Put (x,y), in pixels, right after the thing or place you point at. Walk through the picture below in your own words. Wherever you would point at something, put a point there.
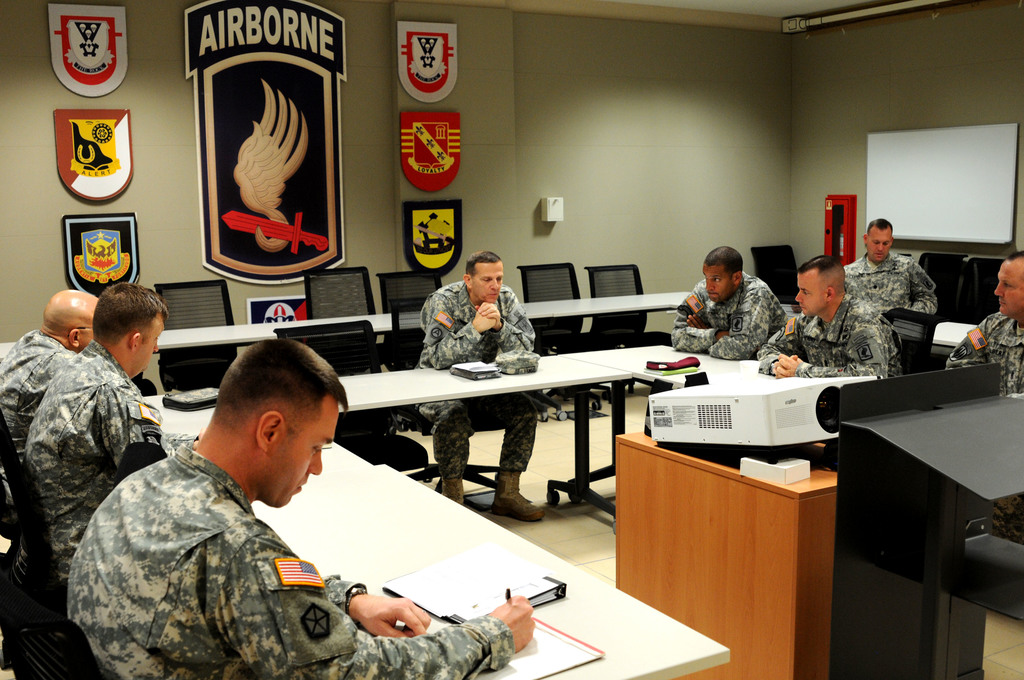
This is a picture taken in a room (660,21), there are a group of people (59,435) sitting on a chair (41,565) in front of the people (743,306) there is a table (379,498) on the table (377,497) there is a file (470,569), pen (508,598) and a cap (505,368). Background of this people (479,353) is a wall (583,225) on the wall (564,147) there are the badges (217,167).
